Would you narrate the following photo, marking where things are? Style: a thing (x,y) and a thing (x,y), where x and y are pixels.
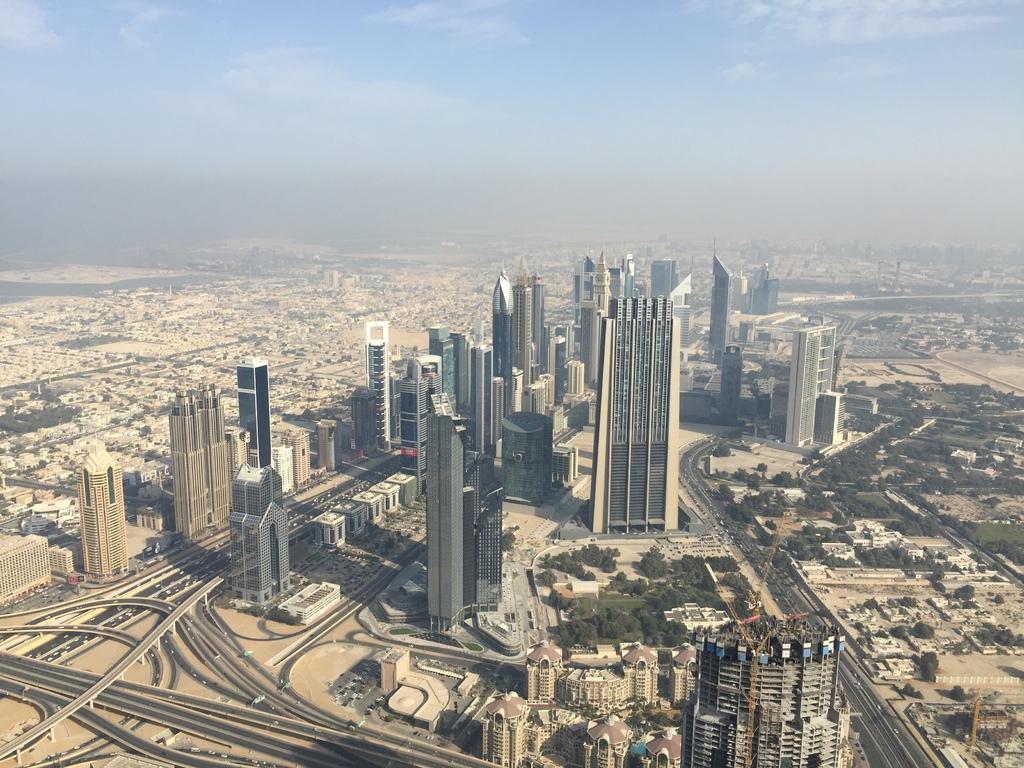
This image is taken outdoors. At the top of the image (94,106) there is a sky (345,102) with clouds (800,46). At the bottom of the image (622,648) there are many buildings (144,391), skyscrapers (221,442) and houses (55,454) on the ground (592,532). There are many trees (839,474) and plants (937,456). A few vehicles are moving on the road (145,687) and a few (41,593) are parked on the road (183,570). There are many roads (129,693) and bridges (117,686) with pillars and railings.
